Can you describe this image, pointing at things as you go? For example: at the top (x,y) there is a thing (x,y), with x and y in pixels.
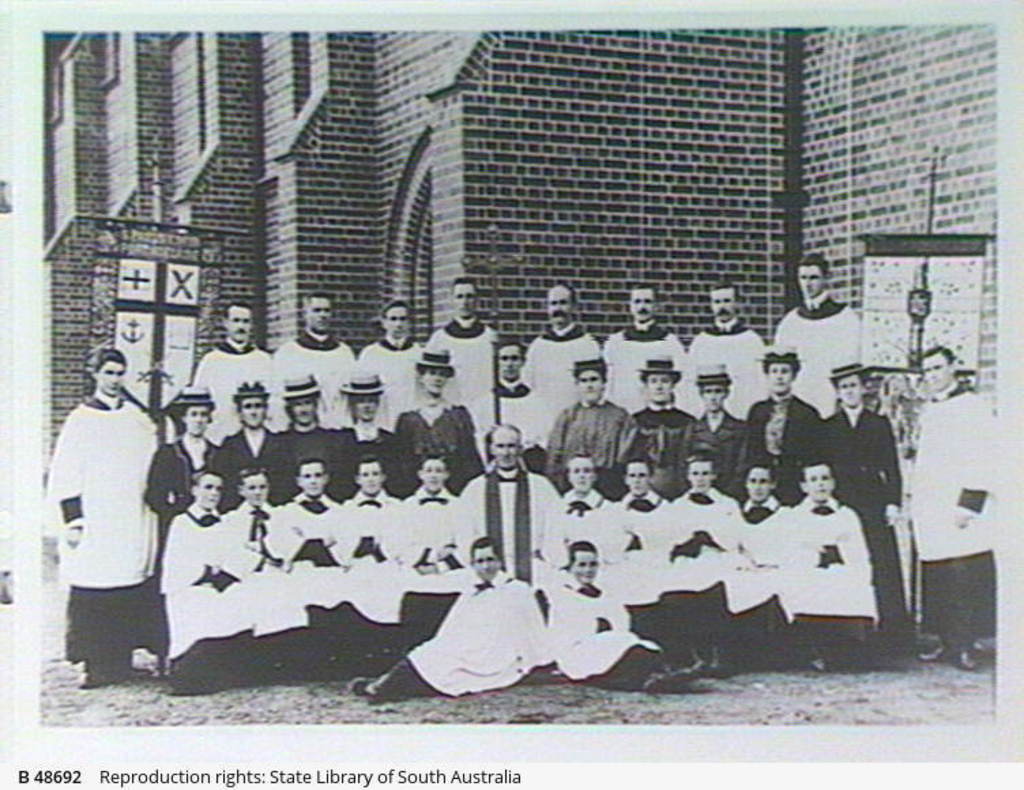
In the foreground of this poster, there is a crowd (578,570) giving pose to a camera and in the background (613,199), there is a building (563,189).
